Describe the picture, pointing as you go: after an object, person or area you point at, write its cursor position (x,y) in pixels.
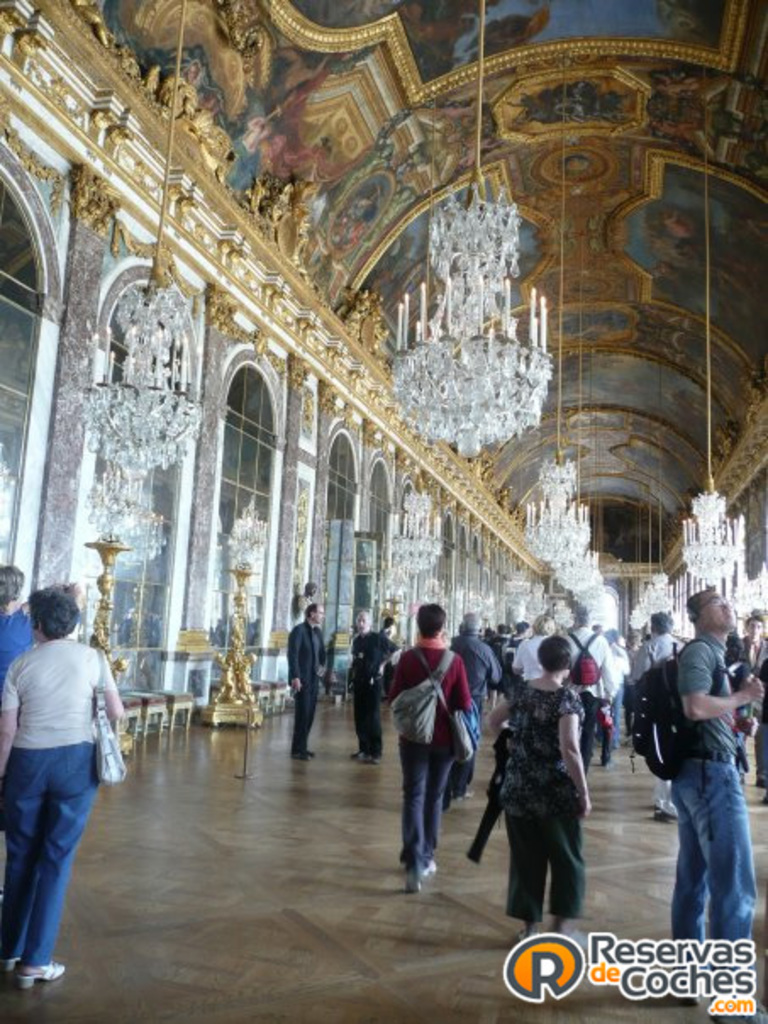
In the picture we can see inside the palace hall (152,1014) with full of architecture (644,492) and paintings (716,150) and we can see chandeliers (503,232) in the ceiling (721,392) and many people (31,728) are walking and some people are standing and watching the architecture (279,545).
